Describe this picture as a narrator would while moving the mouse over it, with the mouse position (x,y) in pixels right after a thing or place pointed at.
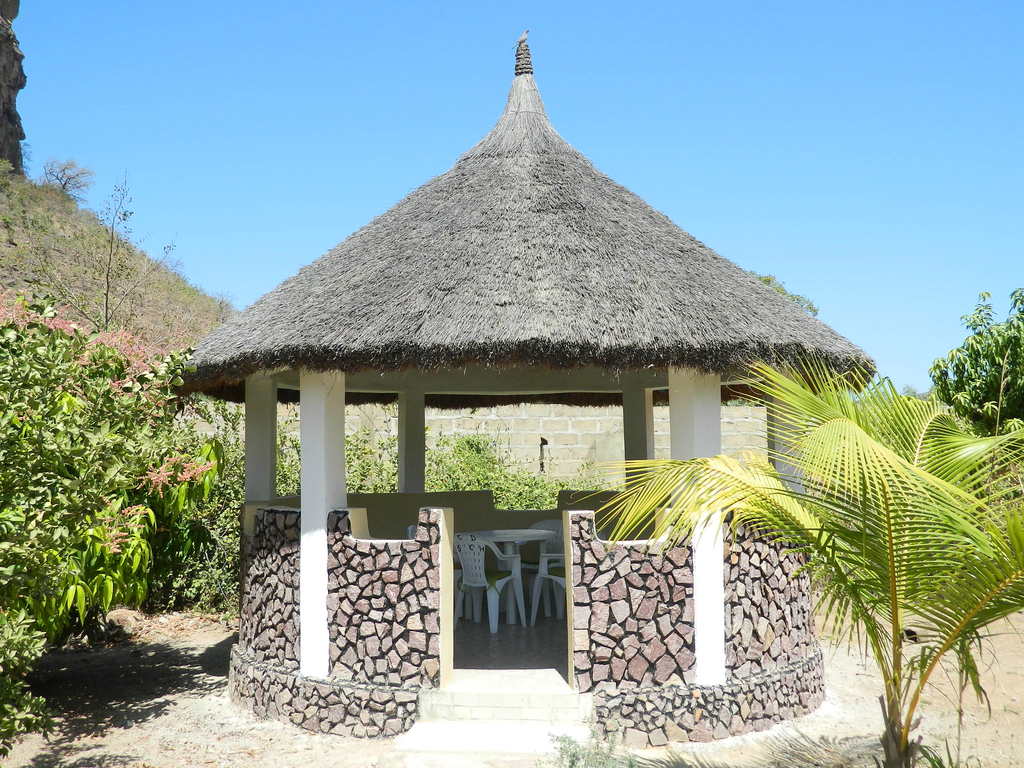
In this image we can see thatched house (581,365) and chairs (485,573) in it. In the background (68,246) we can see trees (195,607), hills (87,232), ground (199,642) and sky (317,30).
